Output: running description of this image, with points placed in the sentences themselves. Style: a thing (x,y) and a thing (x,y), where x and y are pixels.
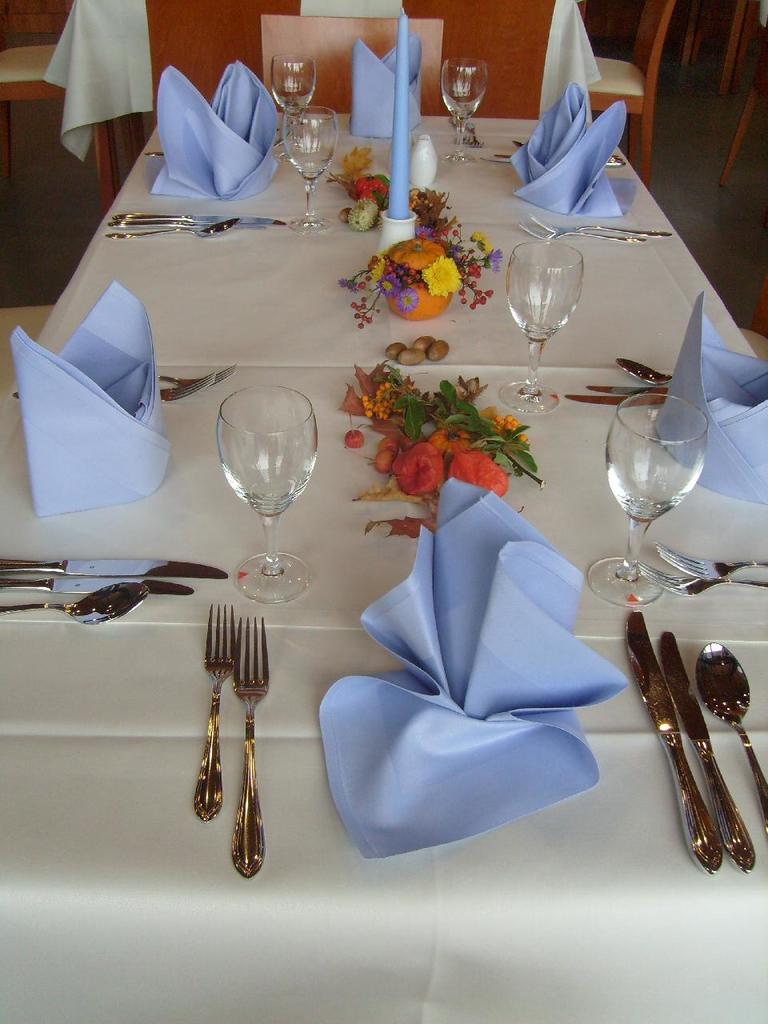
In this picture we can see a table (310,473) on which white cloth (568,546) is present. On the table (280,236) we have spoons (718,673), knives (664,732), forks (211,664), flowers (517,438) etc and behind the table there is a chair (318,53) present. It seems like restaurant (766,278).
